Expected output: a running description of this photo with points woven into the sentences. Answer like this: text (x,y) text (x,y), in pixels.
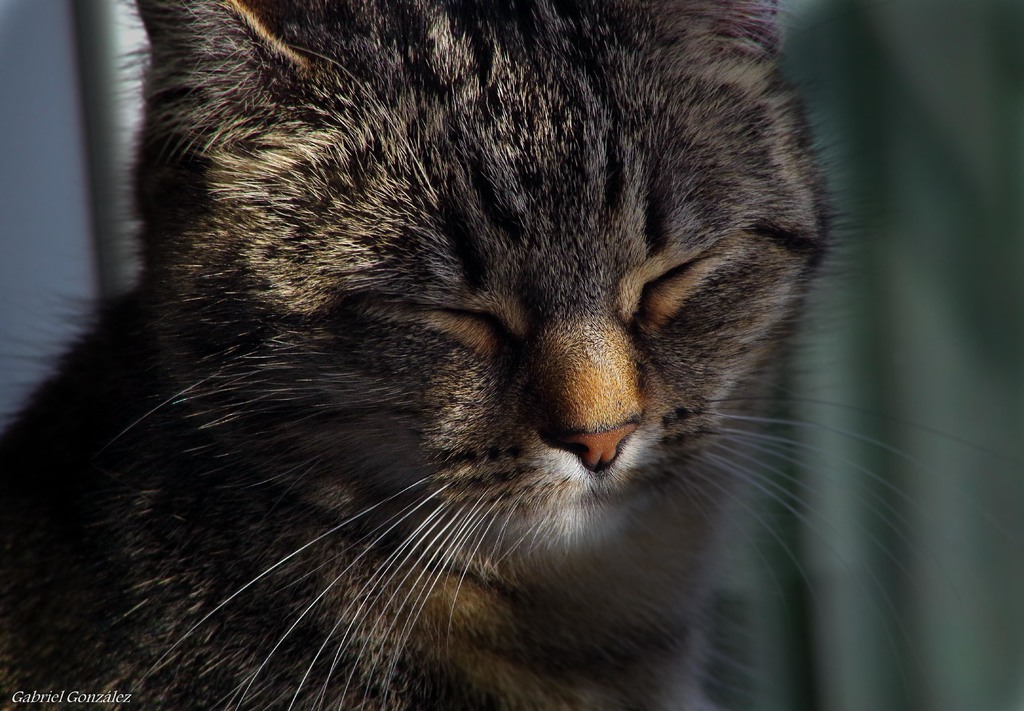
There is a cat (477,118) with closed eyes (663,307).
